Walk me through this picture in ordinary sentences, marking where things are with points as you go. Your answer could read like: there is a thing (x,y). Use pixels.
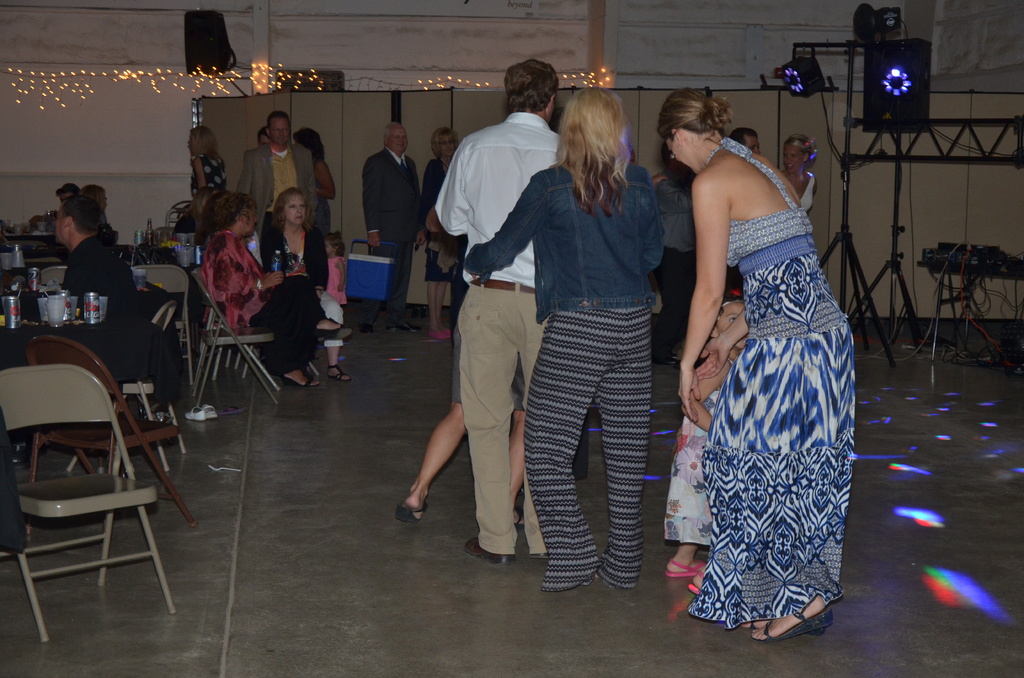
In there are men (664,332) and women (640,428) stood in middle (626,427). On the left side (61,352) there are dining tables (77,325) and chairs (185,323) and many people (253,297) sat on them. There are some speakers (912,112) over to the right side (881,91) and on behind the wall (379,78) there are some lights (298,88).
